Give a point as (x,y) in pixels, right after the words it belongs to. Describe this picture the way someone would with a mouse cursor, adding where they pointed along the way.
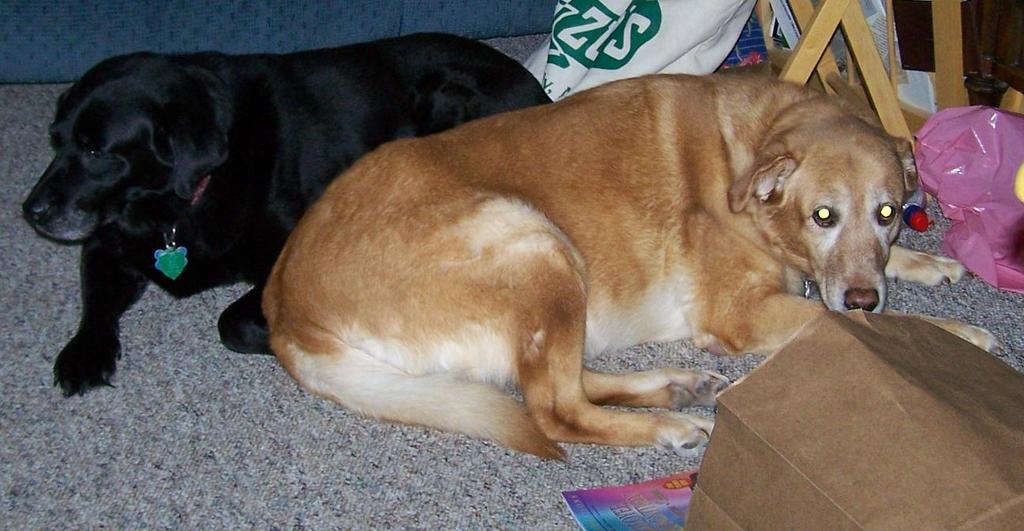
2 dogs (799,235) are sitting on the floor (155,418). They are black and brown in color. There are other objects (735,8) on the floor (894,303).
